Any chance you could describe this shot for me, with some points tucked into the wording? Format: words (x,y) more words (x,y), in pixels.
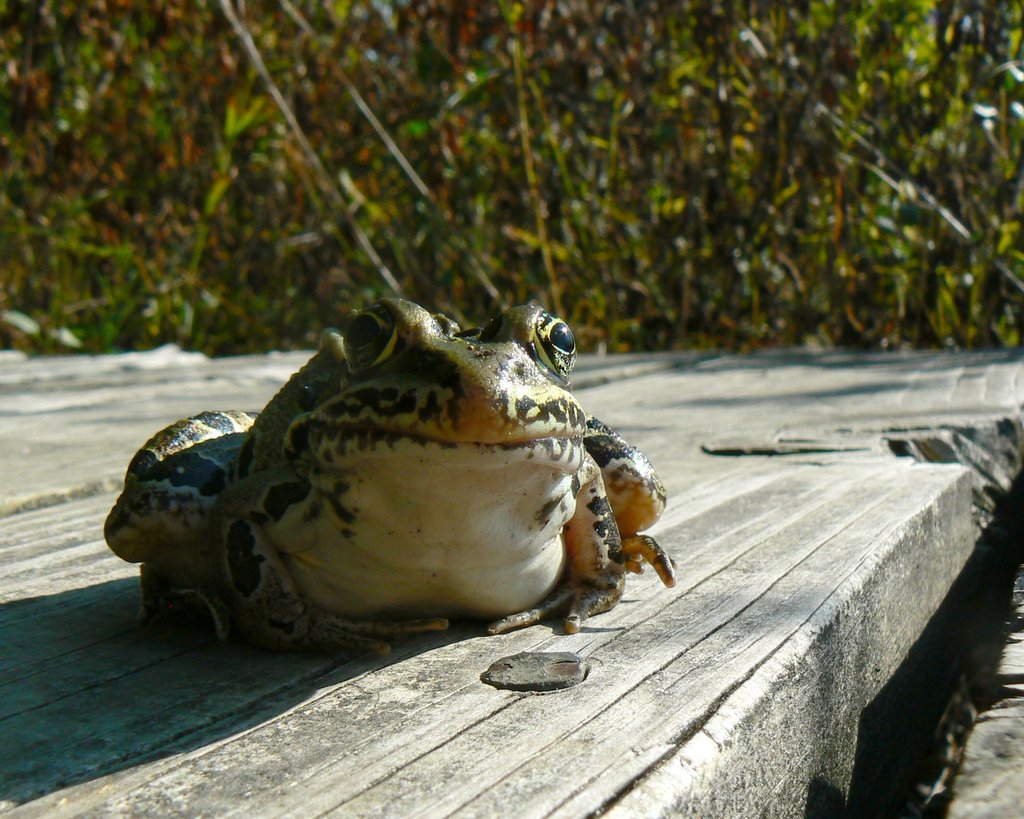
There is a frog (501,519) sitting on an object (457,623) and there are trees (476,100) in the background (541,70).
